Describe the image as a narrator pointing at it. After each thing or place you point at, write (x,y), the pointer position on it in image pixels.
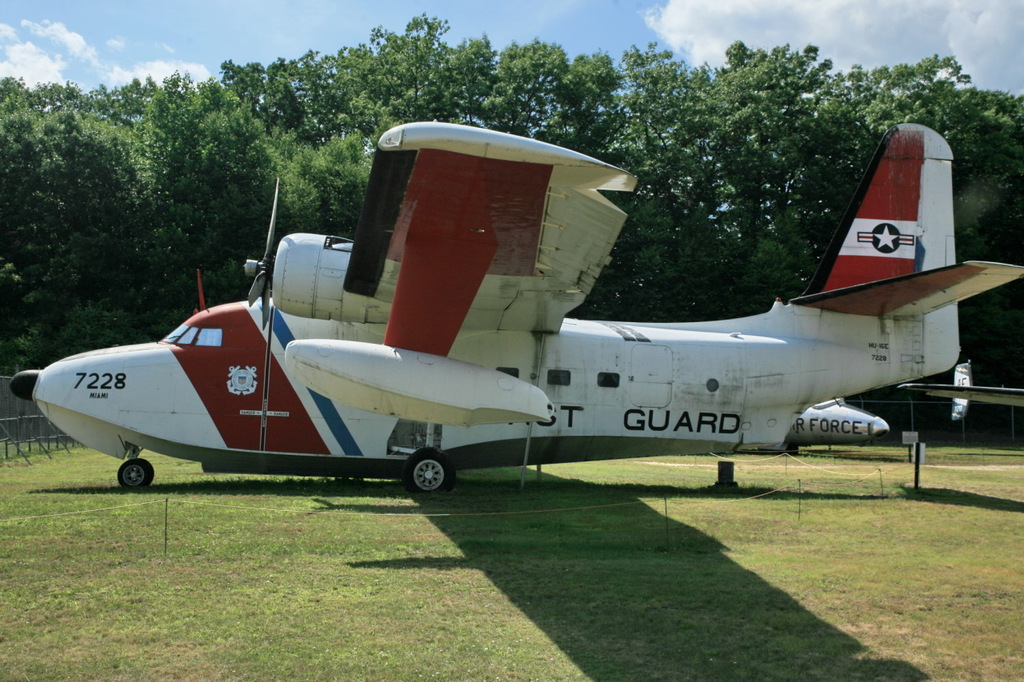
At the bottom (442,532), we see the grass (489,592) and the barrier poles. In the middle (460,308), we see an airplane (534,324) in white and red color. On the left side (40,422), we see the fence (40,422). There are trees (661,216) and a fence (894,436) in the background (745,245). At the top (27,64), we see the sky (153,58) and the clouds (27,64).
